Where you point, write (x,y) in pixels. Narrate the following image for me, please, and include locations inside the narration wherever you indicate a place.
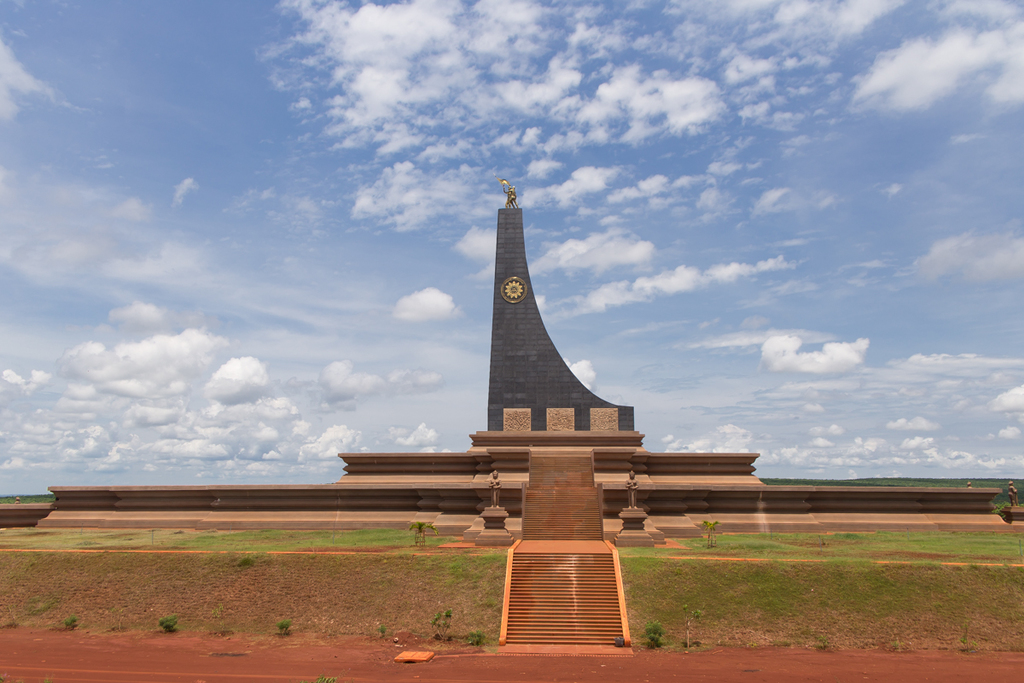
In this image there is one building (662,527) and there are some stairs (552,594), at the bottom (493,653) there is sand (91,650) and grass (740,555) and some plants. At the top of the image (580,85) there is sky (313,155).
